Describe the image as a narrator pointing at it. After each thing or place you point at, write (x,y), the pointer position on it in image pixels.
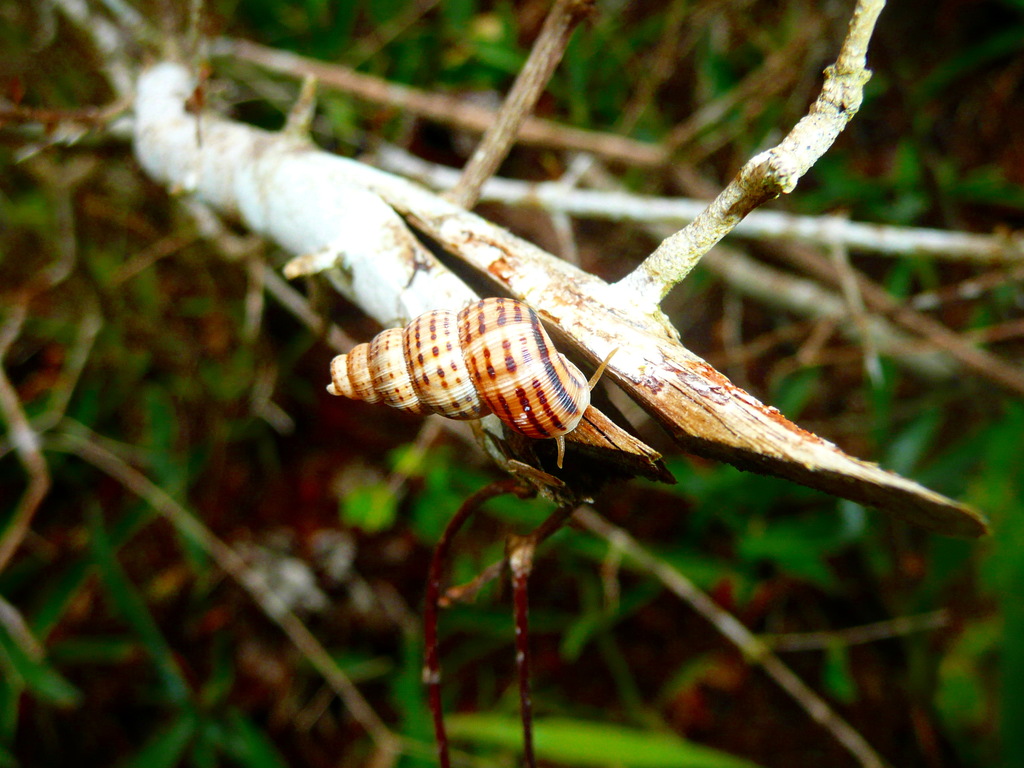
In this image, we can see a snail (491,374) on the wooden stick (616,381). Background (111,4) we can see the blur view.
